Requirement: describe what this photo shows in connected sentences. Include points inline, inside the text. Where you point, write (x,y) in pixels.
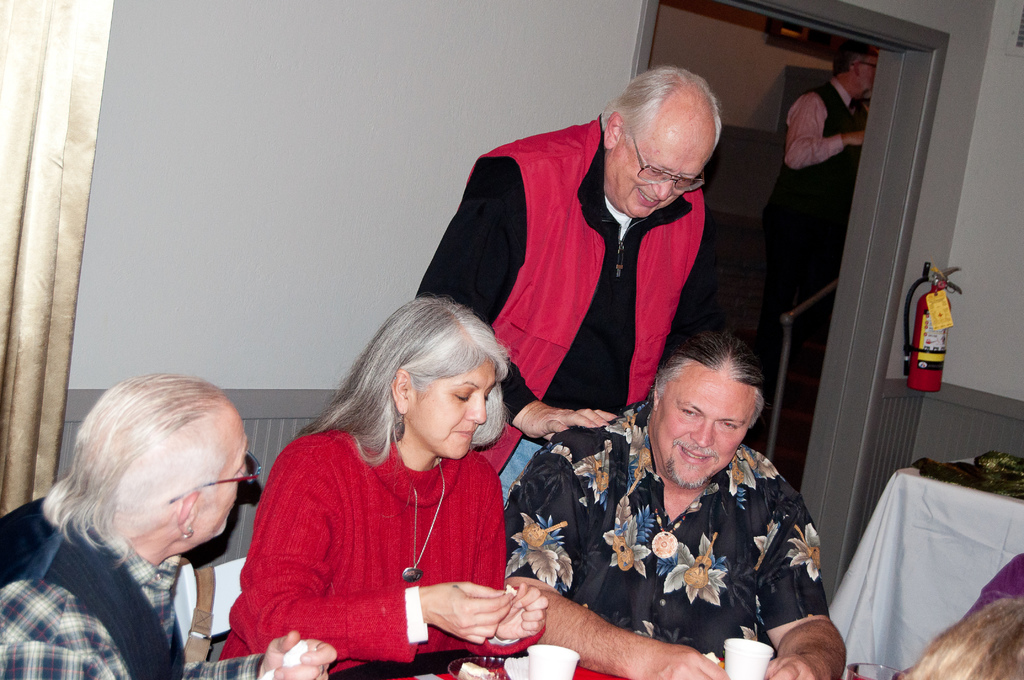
In this picture I can see three persons (524,499) sitting, two persons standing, there is a fire extinguisher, there is a bowl (499,665), paper cups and some other items (963,482) on the tables (963,517), there is a curtain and a wall (301,320).
